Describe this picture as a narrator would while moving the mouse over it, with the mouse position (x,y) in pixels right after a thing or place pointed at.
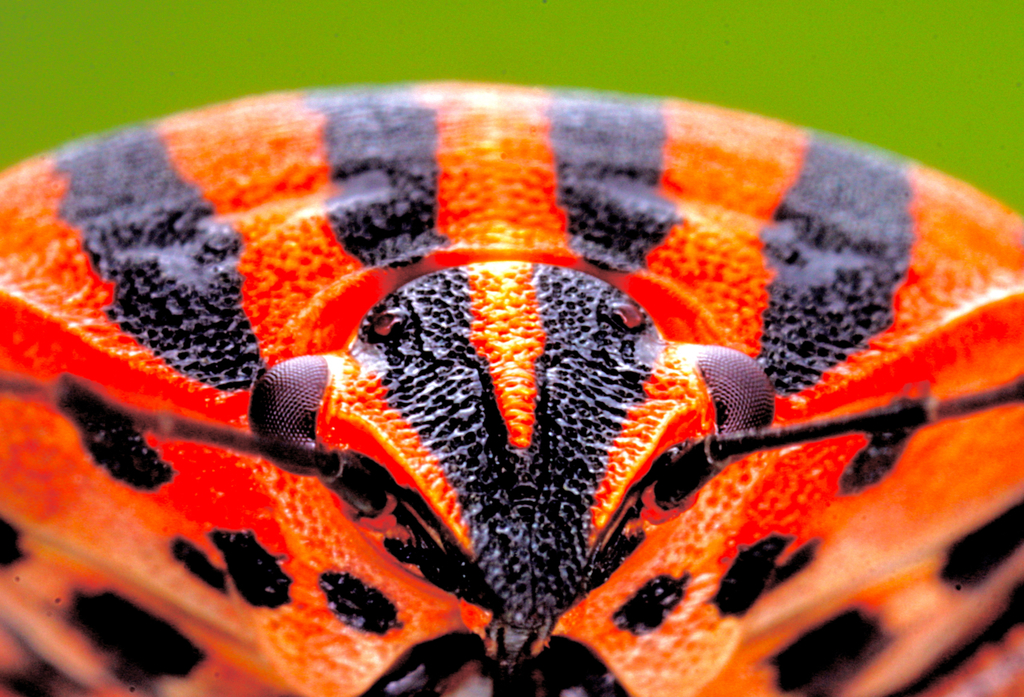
This is a macro image of an insect (35,171) which is in red and black color.
